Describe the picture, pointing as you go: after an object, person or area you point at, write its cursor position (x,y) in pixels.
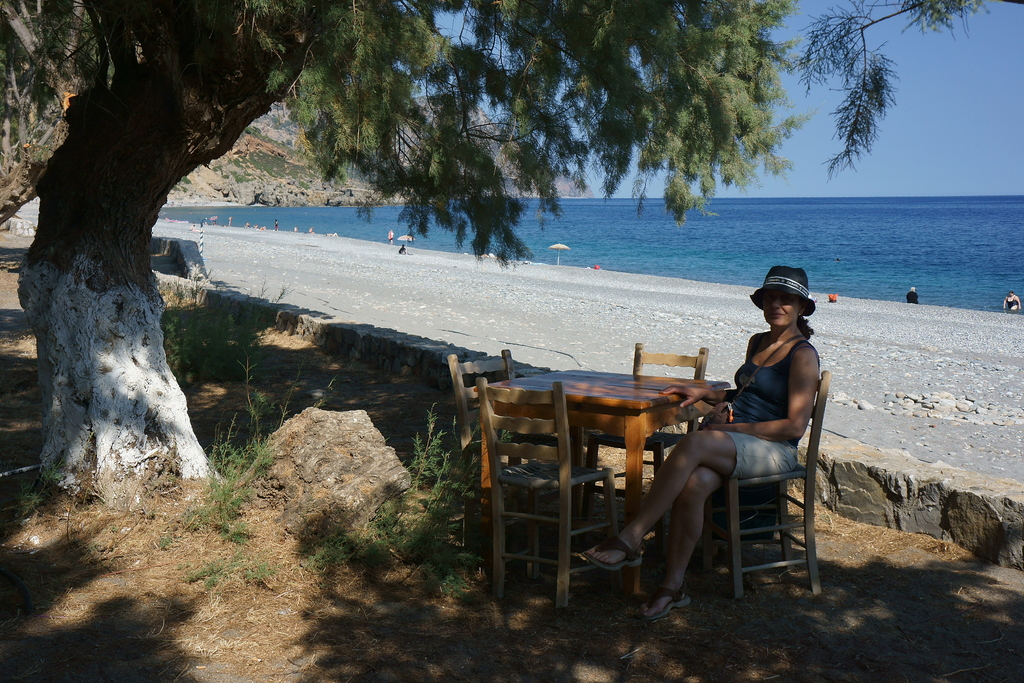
The image is taken in by a sea beach (598,319). In the middle (677,448) a lady (742,389) is sitting on chair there are few chairs (495,390) in front of her and a table (631,398). In the left (102,236) there is a tree (102,281). In the background (747,211) there is sea (336,227), hill (276,159) few persons (391,240) are also there on the beach (529,303).
